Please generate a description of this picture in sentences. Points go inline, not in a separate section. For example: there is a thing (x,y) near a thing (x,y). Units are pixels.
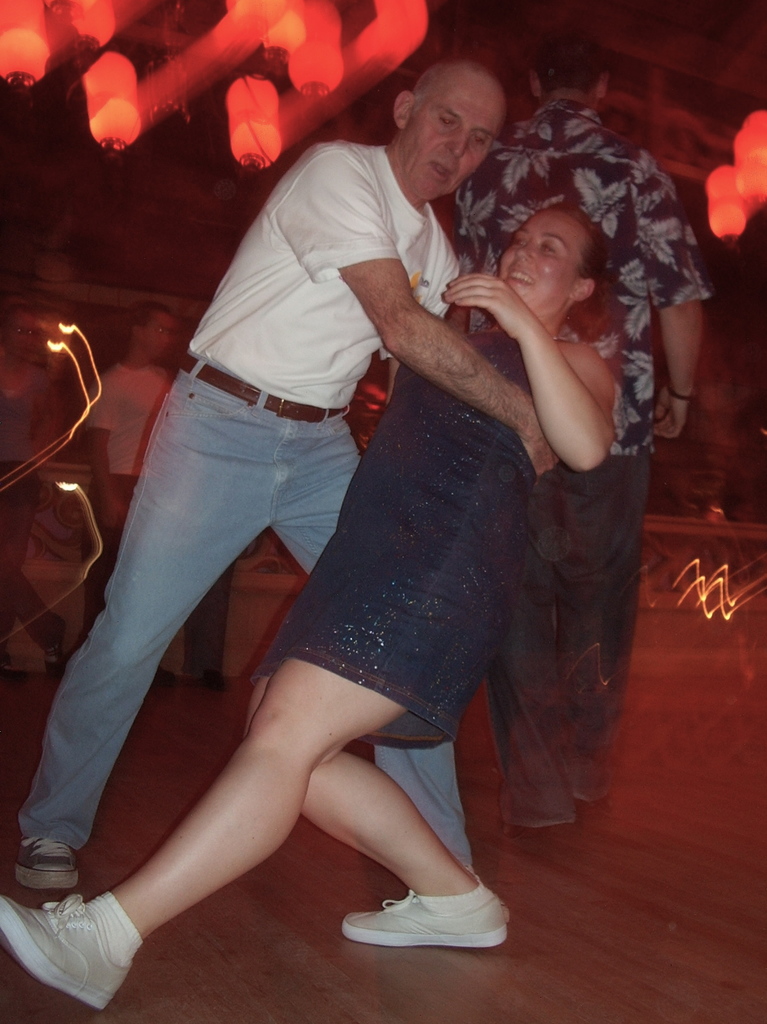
In this image there is a man (277,428) and a woman (369,472) in the dancing pose on the floor (212,957). Behind these persons (392,458) there are persons (455,229) standing. Lights (109,95) are visible in this image.
